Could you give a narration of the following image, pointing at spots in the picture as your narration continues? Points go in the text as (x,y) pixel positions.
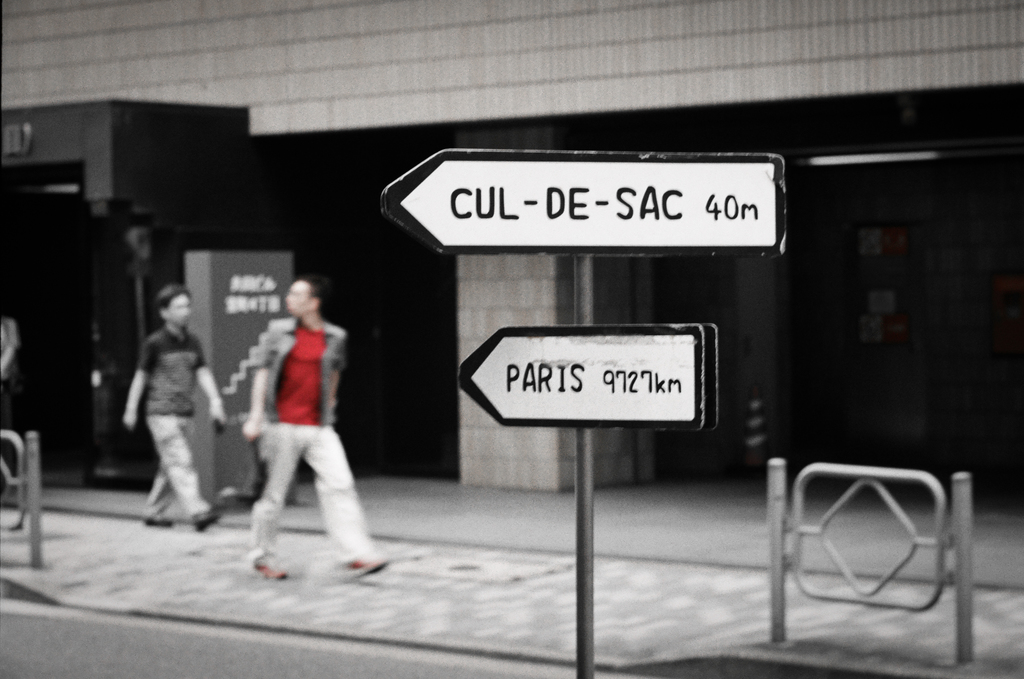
In this image I can see two people (189,359) are walking and one person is wearing red and white dress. Back I can see a building (330,174) and few sign boards (255,287).
